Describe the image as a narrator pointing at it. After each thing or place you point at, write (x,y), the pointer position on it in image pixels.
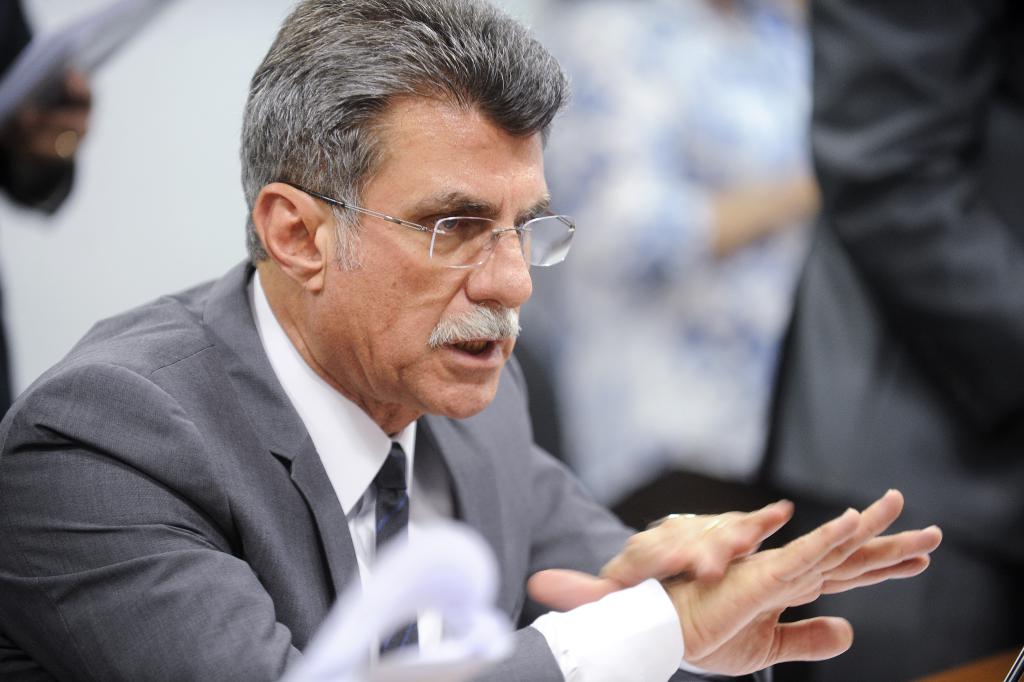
In this image I can see the person (377,326) sitting and the person (231,471) is wearing gray blazer (205,455), white color shirt (371,437) and I can see the blurred background (732,32).
